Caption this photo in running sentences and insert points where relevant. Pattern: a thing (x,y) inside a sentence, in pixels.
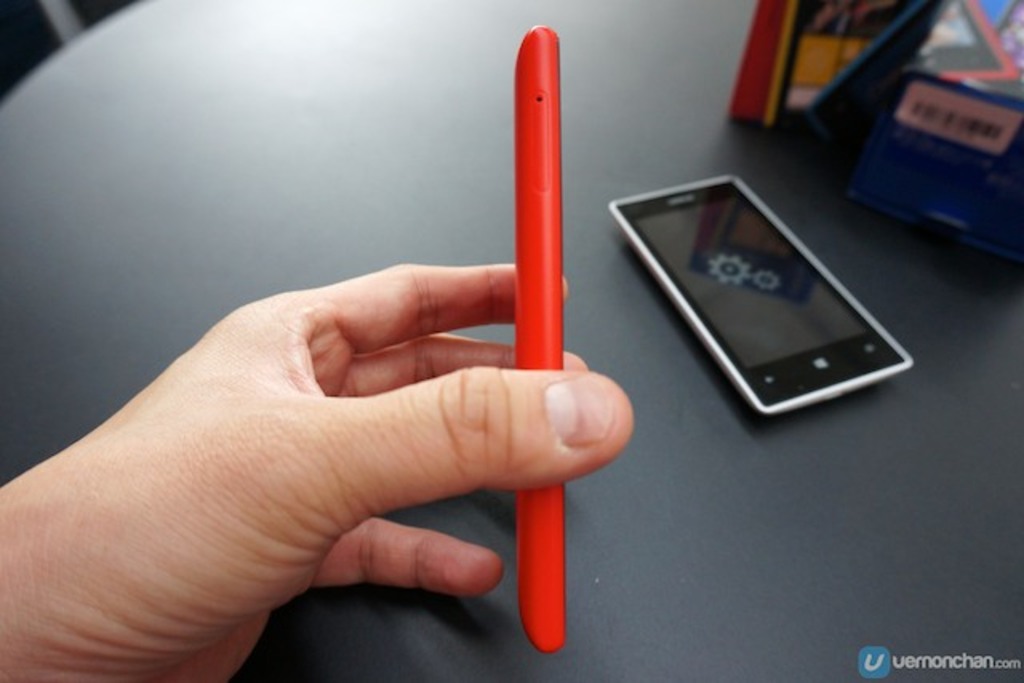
In this picture we can see a person (189,493) holding a phone back cover (521,544), here we can see a mobile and some objects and these all are placed on a platform (785,564). In the bottom right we can see some text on it.
